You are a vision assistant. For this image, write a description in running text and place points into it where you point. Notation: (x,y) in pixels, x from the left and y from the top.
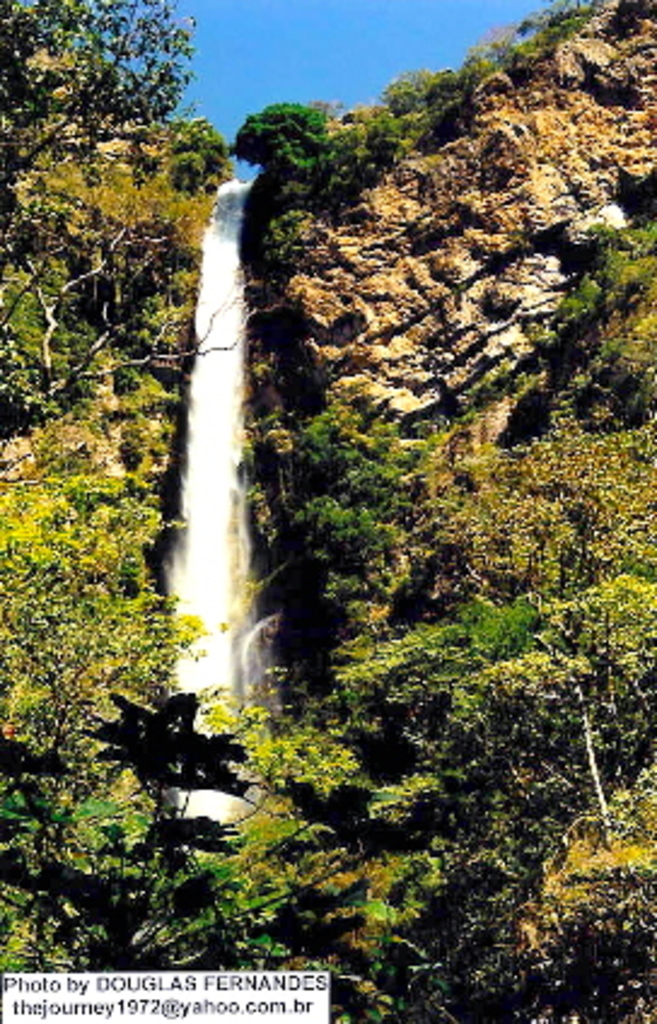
In this image I can see a huge rocky mountain (417,296) and few trees (563,358) on the mountain (487,225) which are green, orange and yellow in color. I can see the waterfall (220,284) from the top of the mountain (257,240). I can see the sky (219,15) in the background (288,55).
